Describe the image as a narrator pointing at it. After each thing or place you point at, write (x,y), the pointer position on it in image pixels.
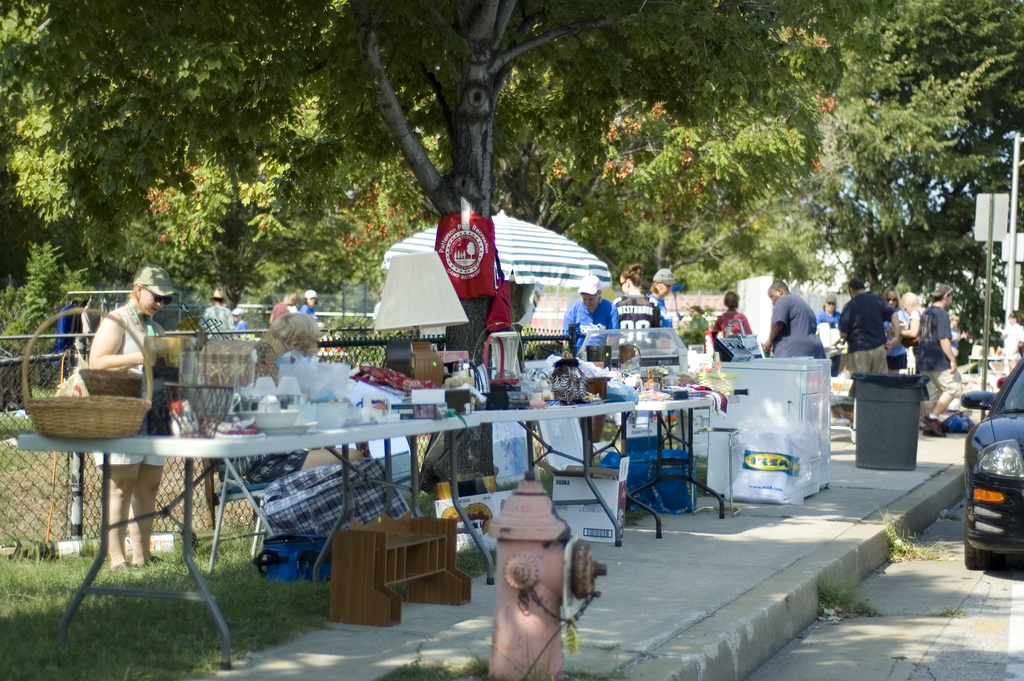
This is image consist of group of people (872,336) and there is a stall (339,394) kept on the divider (336,637) and there is a grass (248,605) and there is a tent (414,240) and there are some trees (728,52) on the back ground (678,171) and on right (997,469) car head light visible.
